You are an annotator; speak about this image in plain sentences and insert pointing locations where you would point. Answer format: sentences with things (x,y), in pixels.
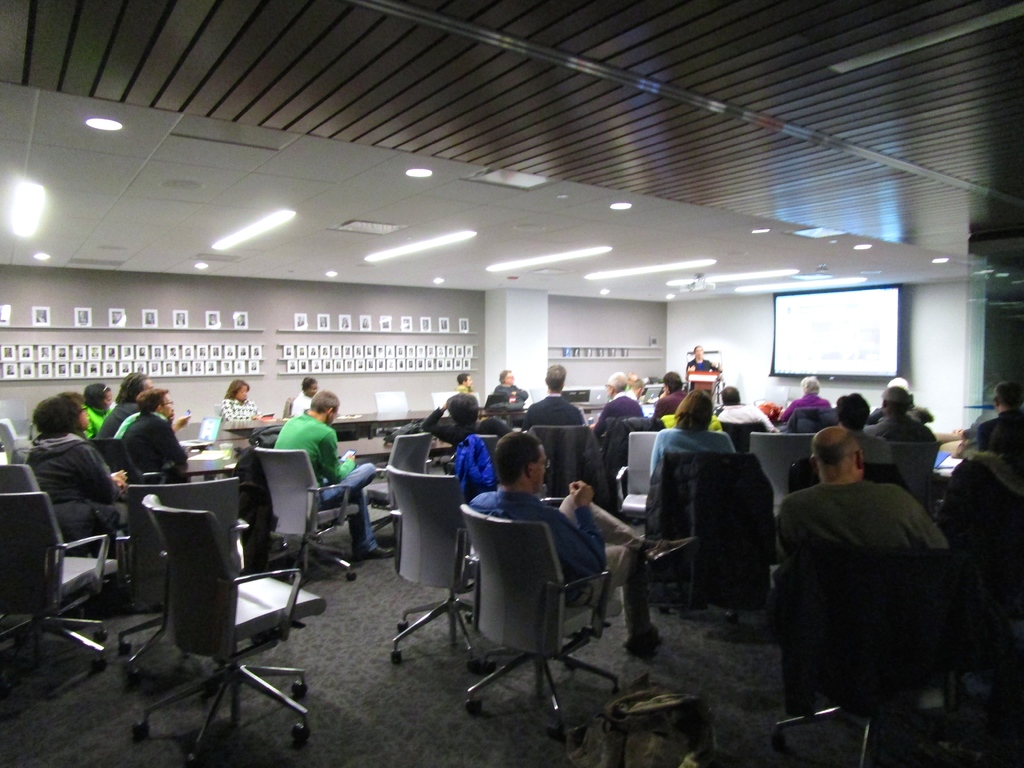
This picture is clicked in the conference room (473,470) where all the persons (306,435) are sitting on a chair (802,438). In the background (807,355) there is a screen (839,328) on the wall (754,361) and a man (706,370) is seen standing.
